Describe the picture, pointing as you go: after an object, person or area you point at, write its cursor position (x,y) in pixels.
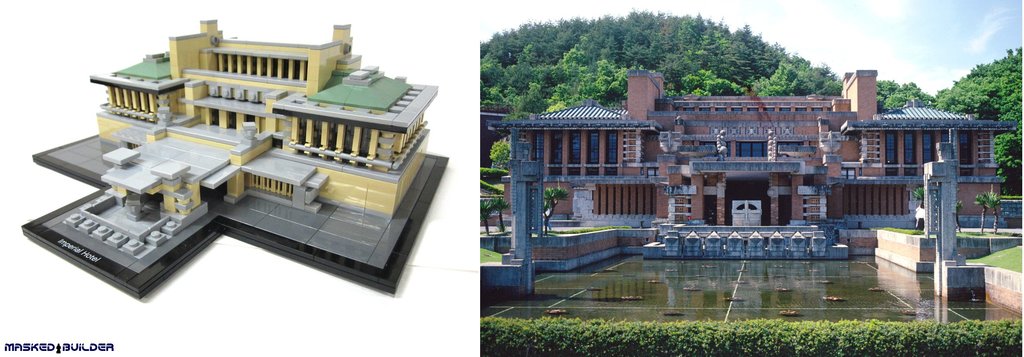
In the picture I can see the building model design (365,223) on the left side (185,191). I can see the building construction (609,209) on the right side (784,220). I can see the bushes (833,322) at the bottom of the image (739,355). In the background (701,88), I can see the trees (680,84). There are clouds (910,49) in the sky (926,44).
